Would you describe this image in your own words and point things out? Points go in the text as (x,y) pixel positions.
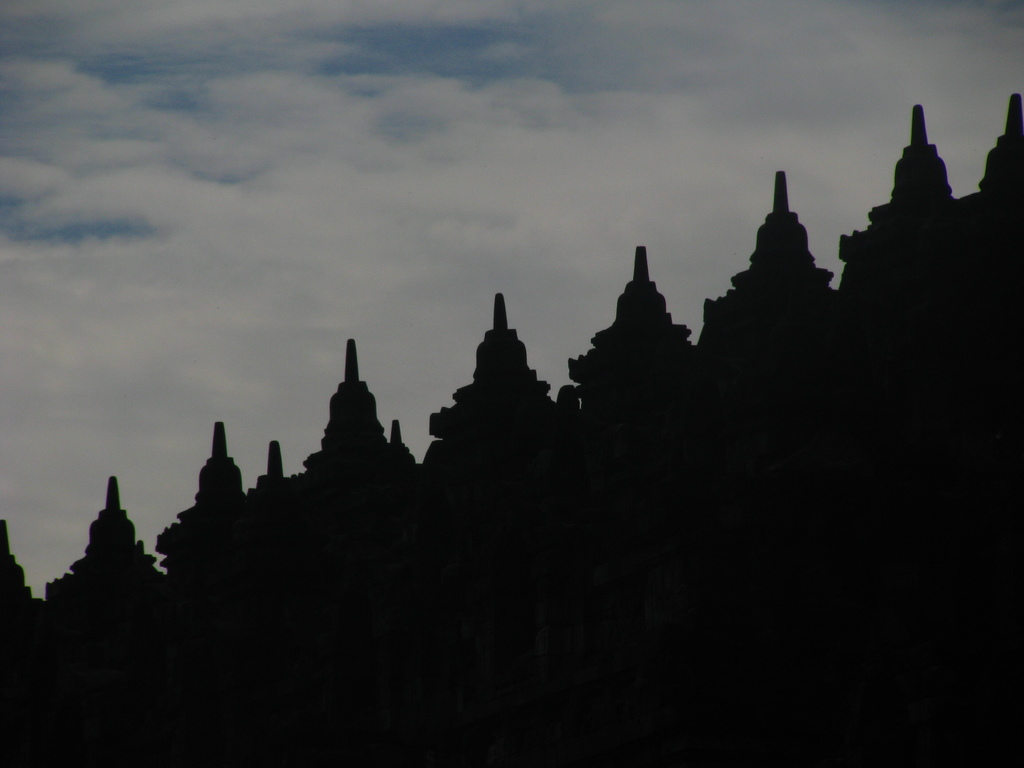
In this image we can see the structure (566,679) of a building (443,588) which looks like a temple (757,345) and at the top (674,199) we can see the sky (280,196).
